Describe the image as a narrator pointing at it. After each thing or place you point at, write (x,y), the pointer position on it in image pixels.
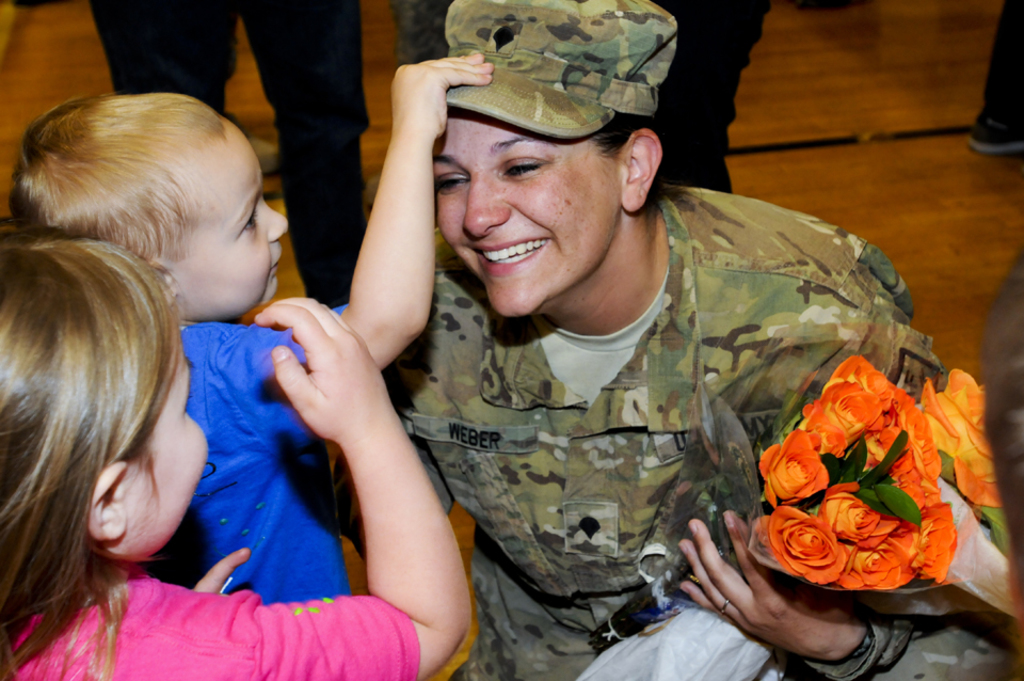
Left side of the image (157,305) there are two kids (232,438). A kid (228,476) wearing a blue top (260,412) is holding a cap (503,86). Beside them there is a woman (506,400) holding a bouquet (776,554) in her hand (757,582). Behind the few persons (692,93) are standing on the floor (869,206).
